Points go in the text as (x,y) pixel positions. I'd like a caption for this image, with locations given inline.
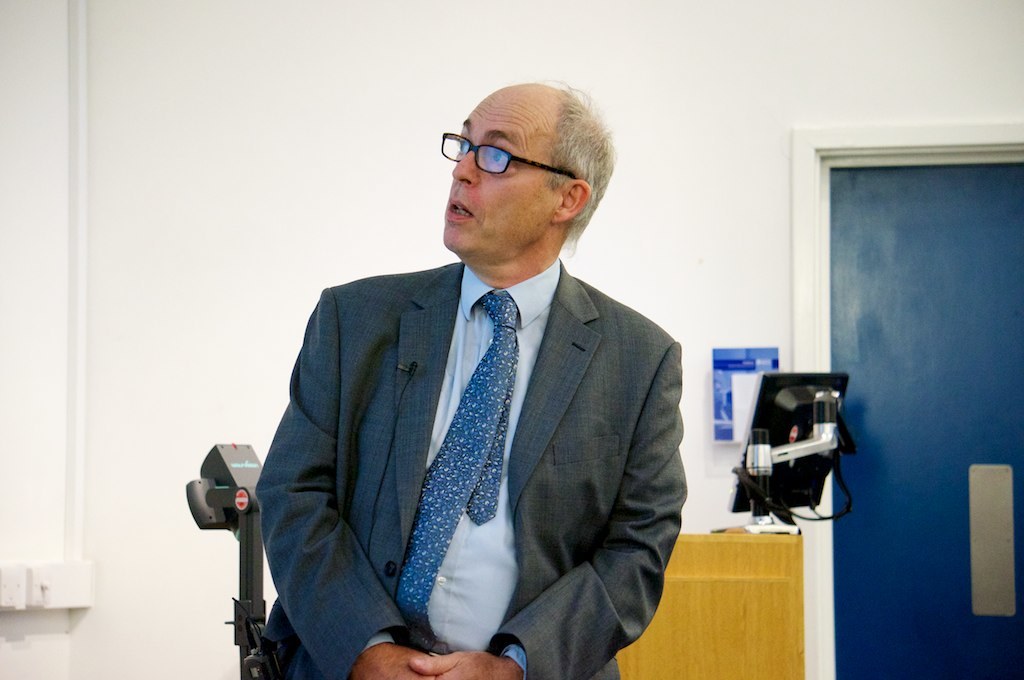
In this image, we can see an old man (420,325) standing and he is wearing specs (487,161) and a coat (323,449), in the background (759,491) there is a black color monitor (783,429), at the right side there is a blue color door (909,372), we can see a white color wall (320,127).
